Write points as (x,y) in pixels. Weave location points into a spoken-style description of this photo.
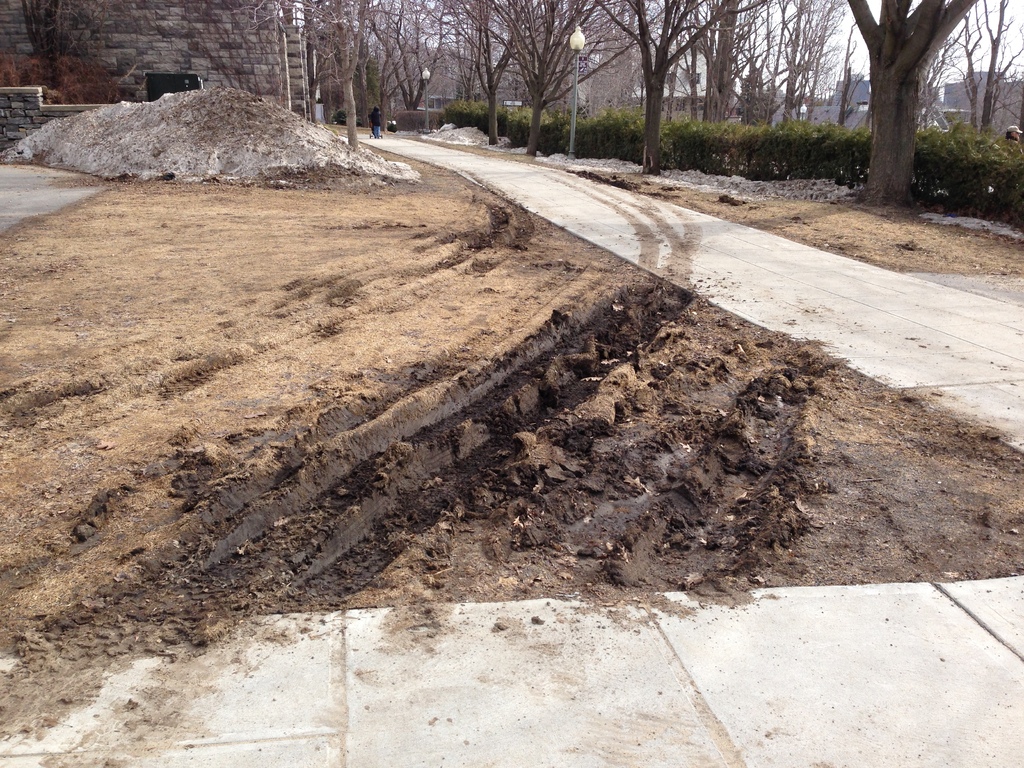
In this picture we can see road (807,254), wall (277,91) and mud (629,416). We can see lights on poles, plants (14,61) and trees (356,115). In the background of the image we can see buildings (1003,82) and sky (784,85).
